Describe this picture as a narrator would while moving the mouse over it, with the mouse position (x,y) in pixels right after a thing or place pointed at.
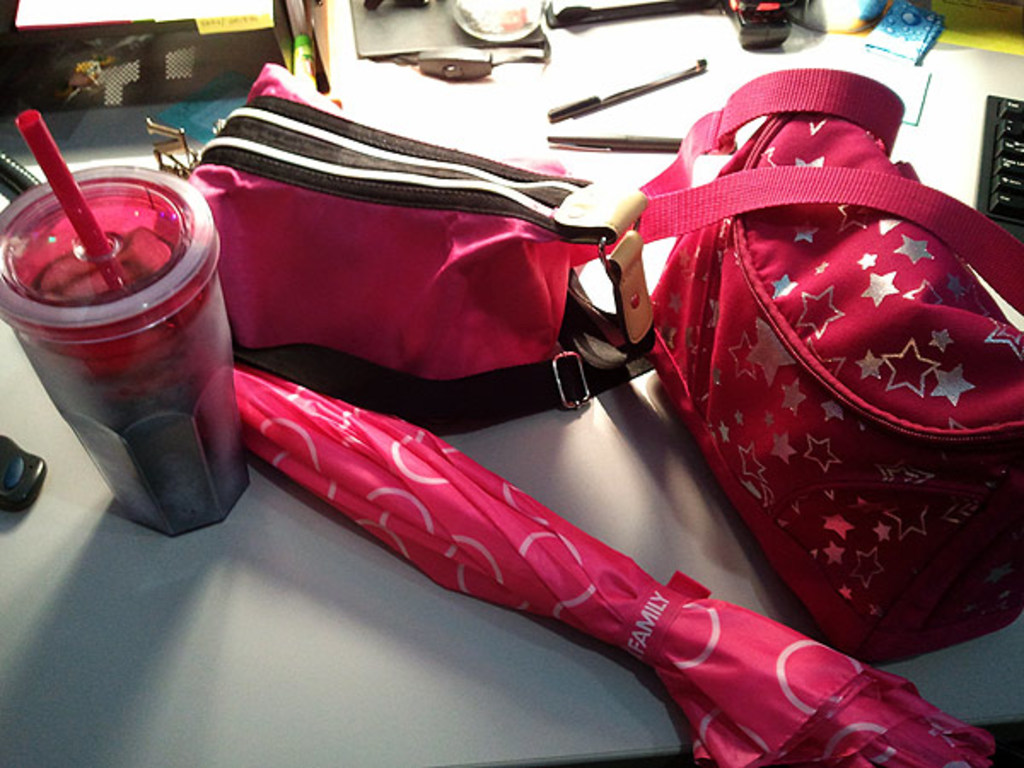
In this picture, there is a table (422,589). On the table (480,626) there are two bags (705,241), umbrella (598,576) and a glass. All of them are in pink. Towards the right top (1019,209) there is a keyboard (1008,217). In the top of the picture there are two pens (548,143).
